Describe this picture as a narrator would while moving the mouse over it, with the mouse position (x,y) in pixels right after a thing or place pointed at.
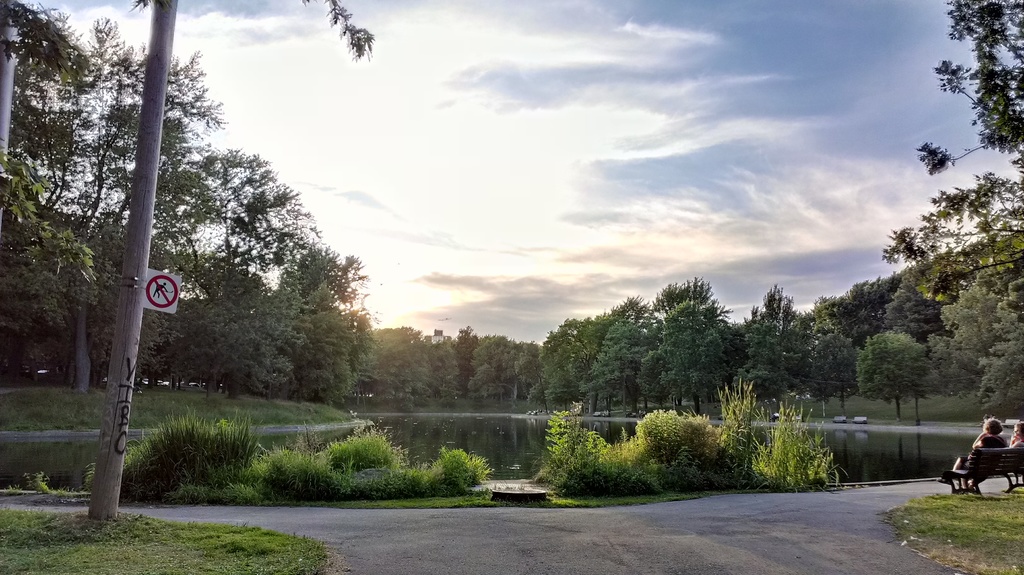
In this image on both right (958,522) and left side (234,541) there's grass (173,545) on the surface (220,545). On the left side of the image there is a sign board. At the background (286,358) there are trees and sky (514,254). At the center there is a road (561,525). In front of the road (559,542) there is a lake (471,416). At the right side of the image (989,453) there are benches (835,419) and people (1001,438) are sitting on the benches (987,466).
